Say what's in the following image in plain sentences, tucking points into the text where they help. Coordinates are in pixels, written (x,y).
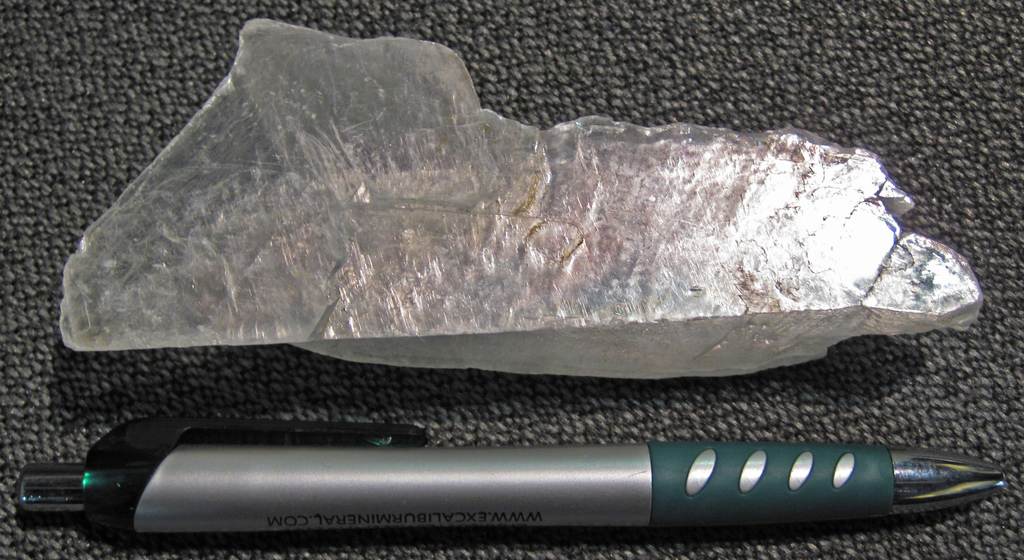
In this image I can see the stone (459,286) and the pen (421,432) on the black and grey color surface (69,357).
